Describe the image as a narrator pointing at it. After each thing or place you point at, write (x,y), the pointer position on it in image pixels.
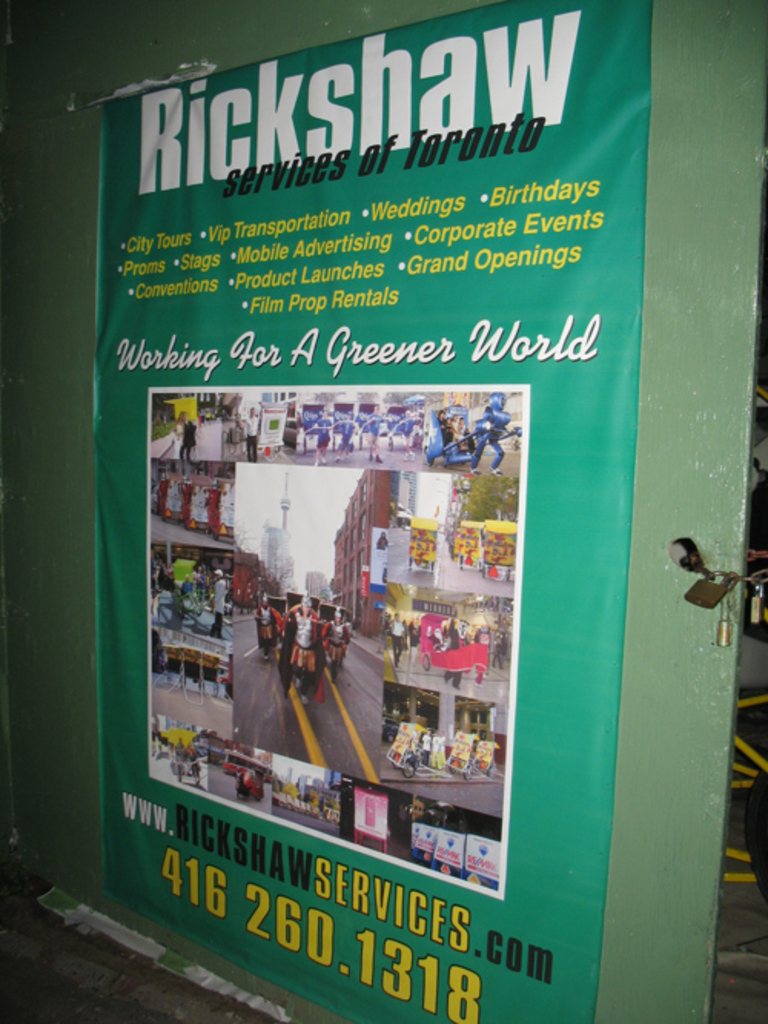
In this image, I can see photos (181,698), words (305,280) and numbers (174,877) on a banner (461,478), which is attached to a board (674,475). On the right side of the image (761,600), there are three padlocks (722,590).
